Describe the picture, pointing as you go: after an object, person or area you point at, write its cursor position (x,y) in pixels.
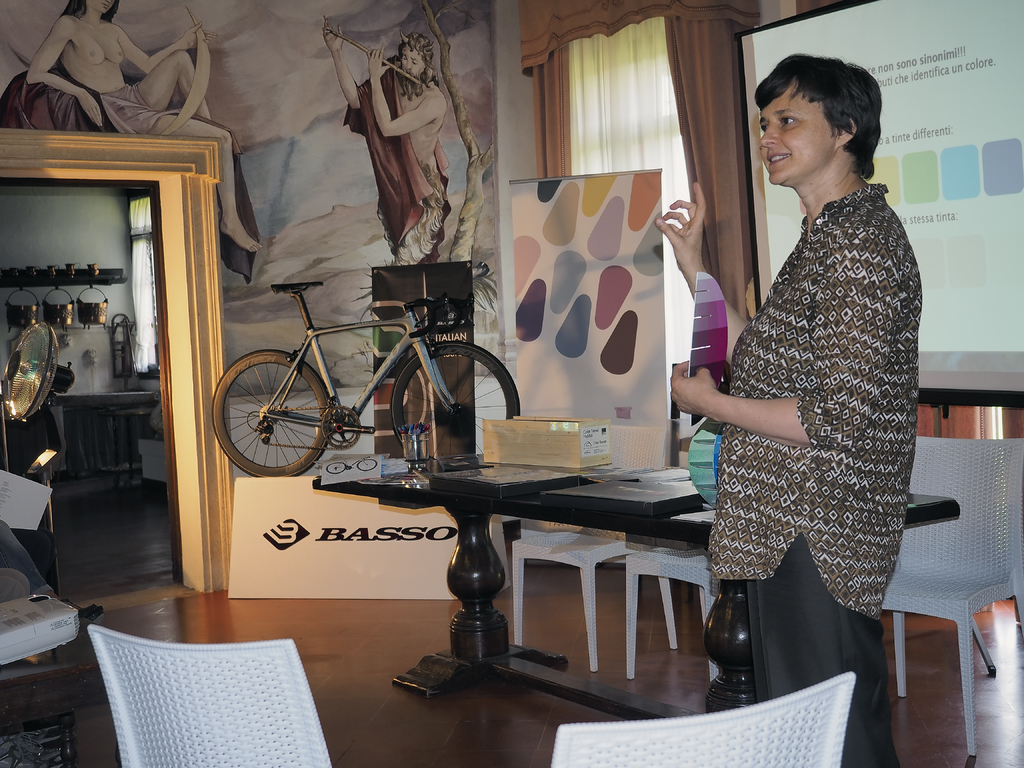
In the image we can see there is a woman (865,458) who is standing and holding a paper (713,340) in her hand (707,388) and beside there is a bicycle (396,375) which is placed on a box (302,528) and on the wall (397,162) there is a man (400,104) who is playing flute (413,78).
